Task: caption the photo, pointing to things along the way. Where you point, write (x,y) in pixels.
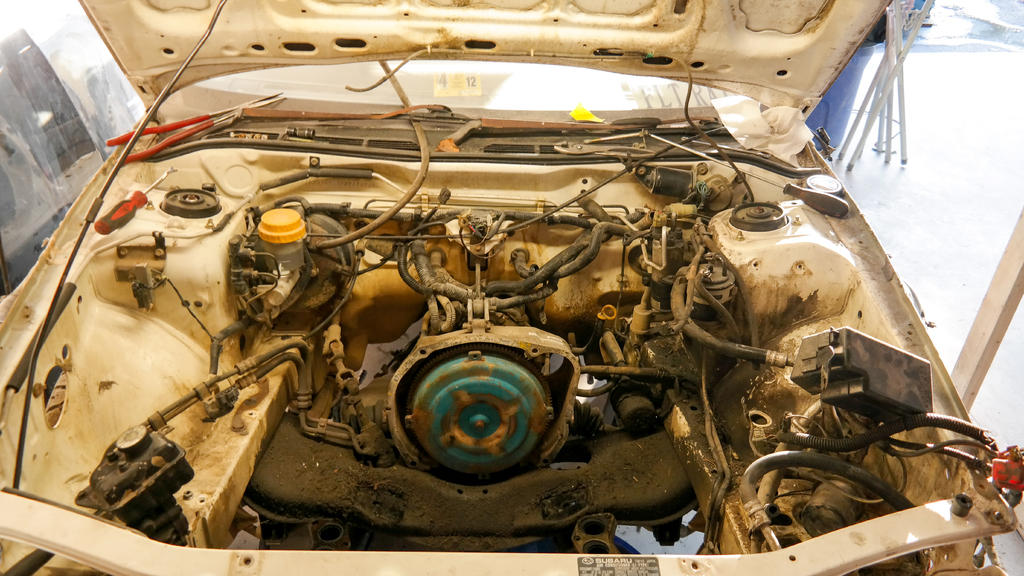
In this picture we can see a car (762,327). On the bottom (391,442) there is a engine (642,397). Here we can see cutting pliers (159,128) and screwdriver (110,219). On the top right (887,20) there is a metal stand (896,10). On the right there is a wooden stick (961,385).
